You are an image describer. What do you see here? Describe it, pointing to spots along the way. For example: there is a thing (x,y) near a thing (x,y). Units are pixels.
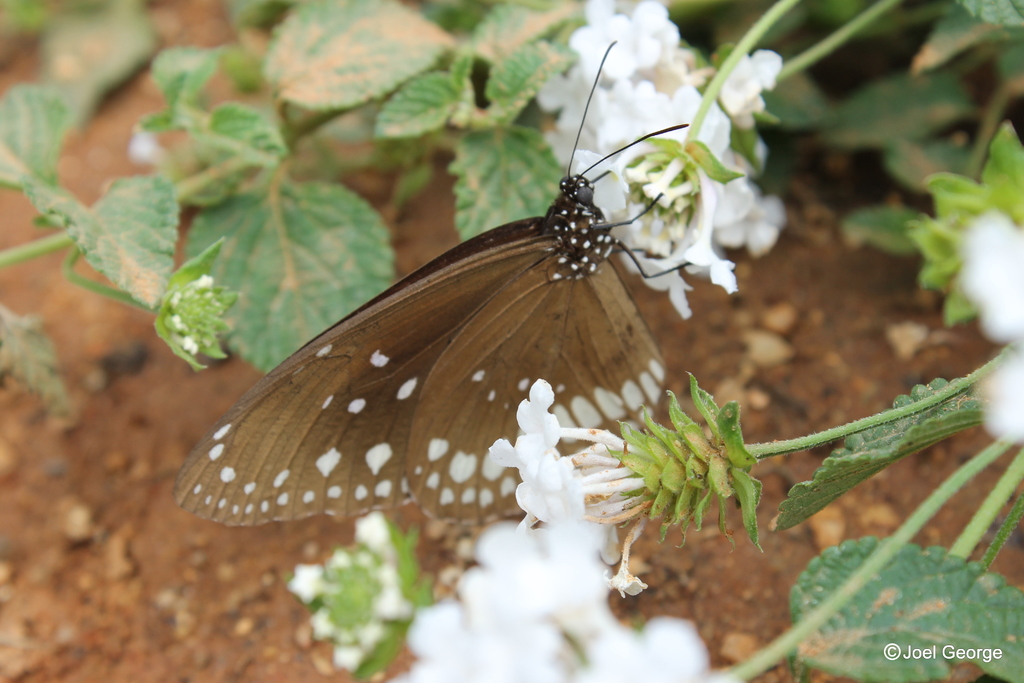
In this image we can see a butterfly (591,253) on flowers (648,68) of a plant (754,118). In the background (490,124), we can see group of leaves (498,147).
